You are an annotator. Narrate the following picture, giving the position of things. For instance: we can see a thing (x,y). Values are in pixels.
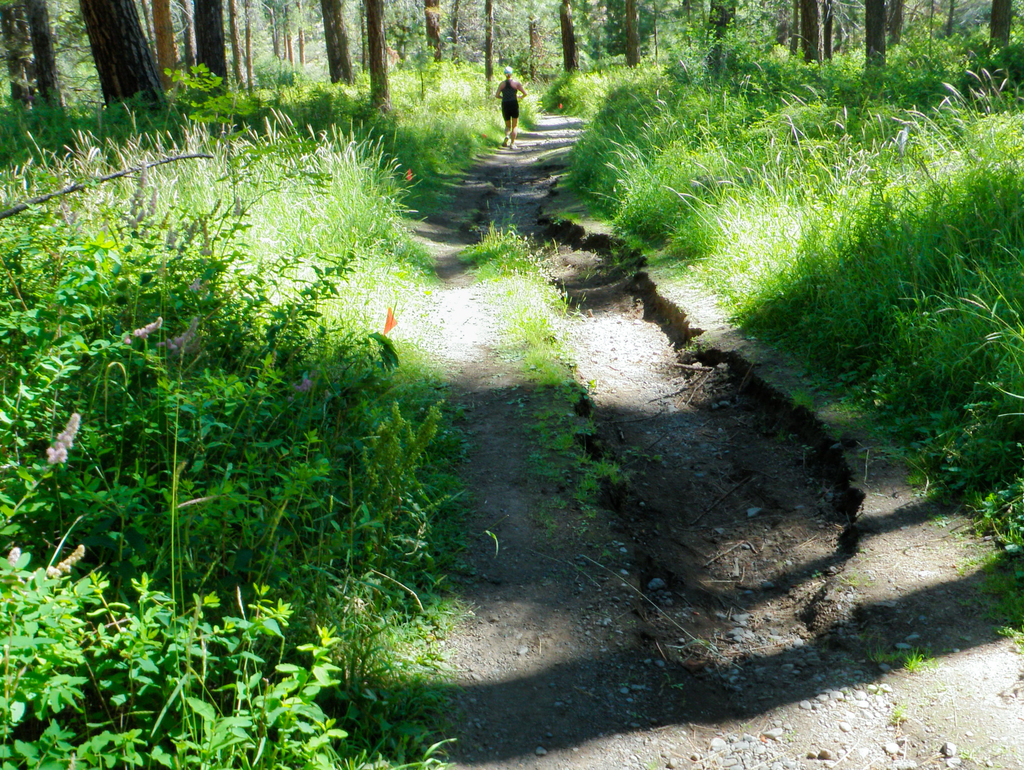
In this picture we can see few plants (511,301) and trees (630,43), at the top of the image (506,110) we can see a person (506,122).
